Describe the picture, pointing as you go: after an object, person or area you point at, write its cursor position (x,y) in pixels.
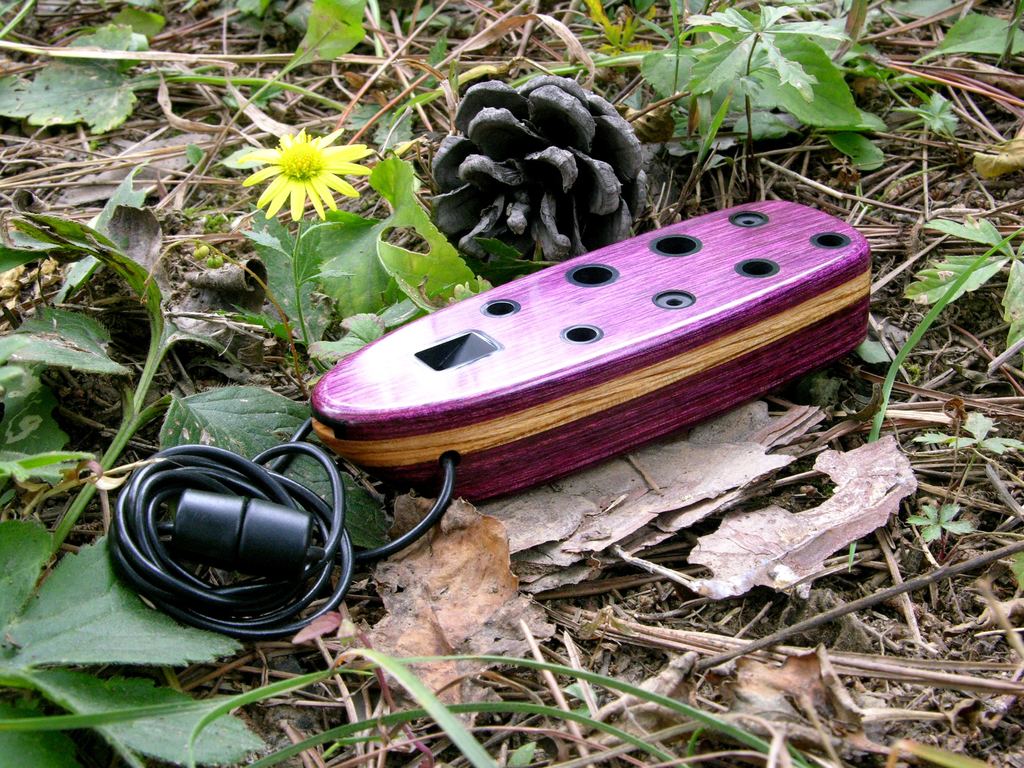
In this picture we can see one box (502,416) placed on the ground (719,608), beside we can see some plants (329,356) and dry leafs (430,624).
